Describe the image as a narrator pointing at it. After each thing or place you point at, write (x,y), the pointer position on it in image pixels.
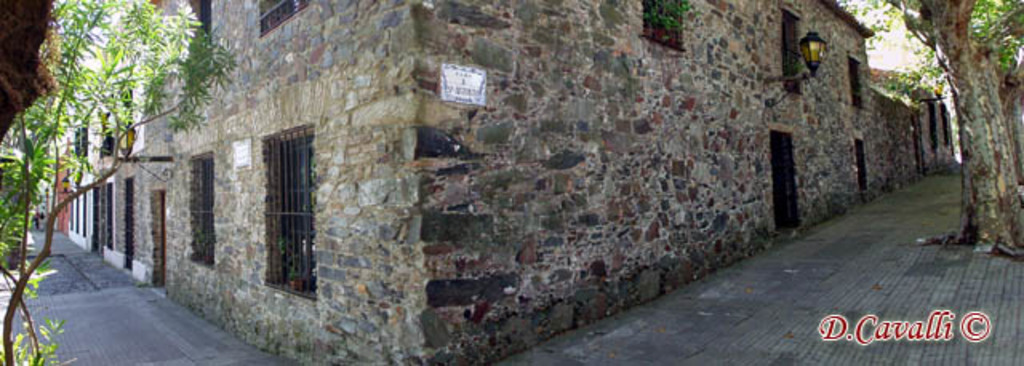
In this image there is a building (454,190) in middle of this image (484,160). There are some trees (73,102) at left side of this image (21,165) and right side of this image (1001,36) as well. There is a lamp (806,60) at top right side of this image (817,53) and there is a text logo (910,335) at bottom right corner of this image (880,325).
